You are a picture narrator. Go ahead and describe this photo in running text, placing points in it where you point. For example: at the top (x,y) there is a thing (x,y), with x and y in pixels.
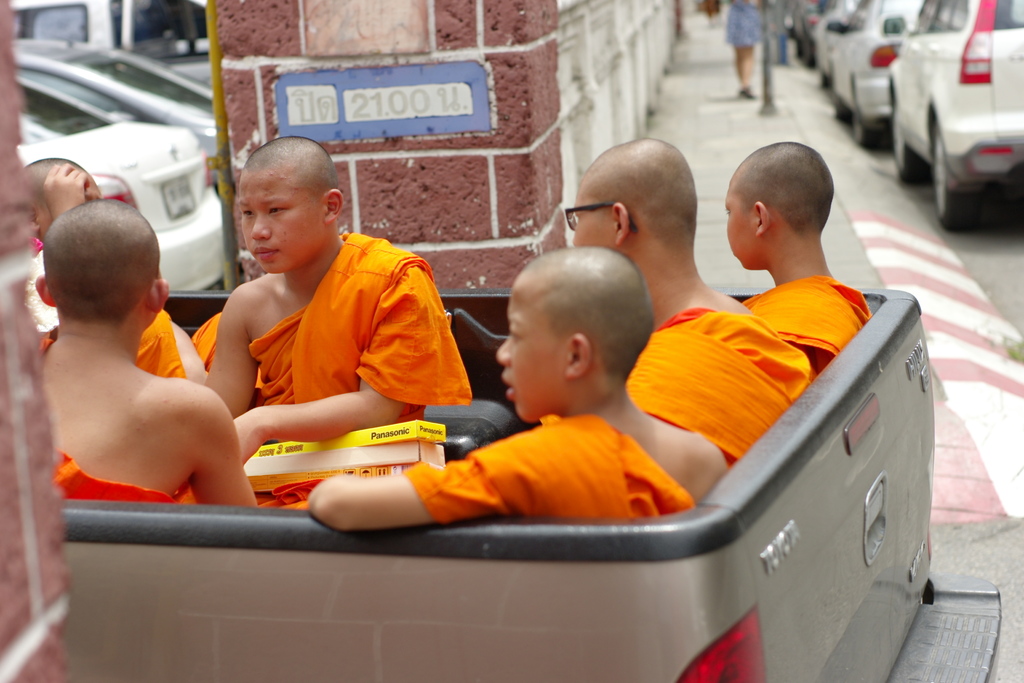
In this image we can see a group of people (424,293) sitting inside a truck (497,418). In that a child (439,324) is holding some boxes (433,452). On the backside (507,186) we can see a pillar (510,177), some cars (848,92) parked aside, a wall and a woman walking on the footpath (738,135).
